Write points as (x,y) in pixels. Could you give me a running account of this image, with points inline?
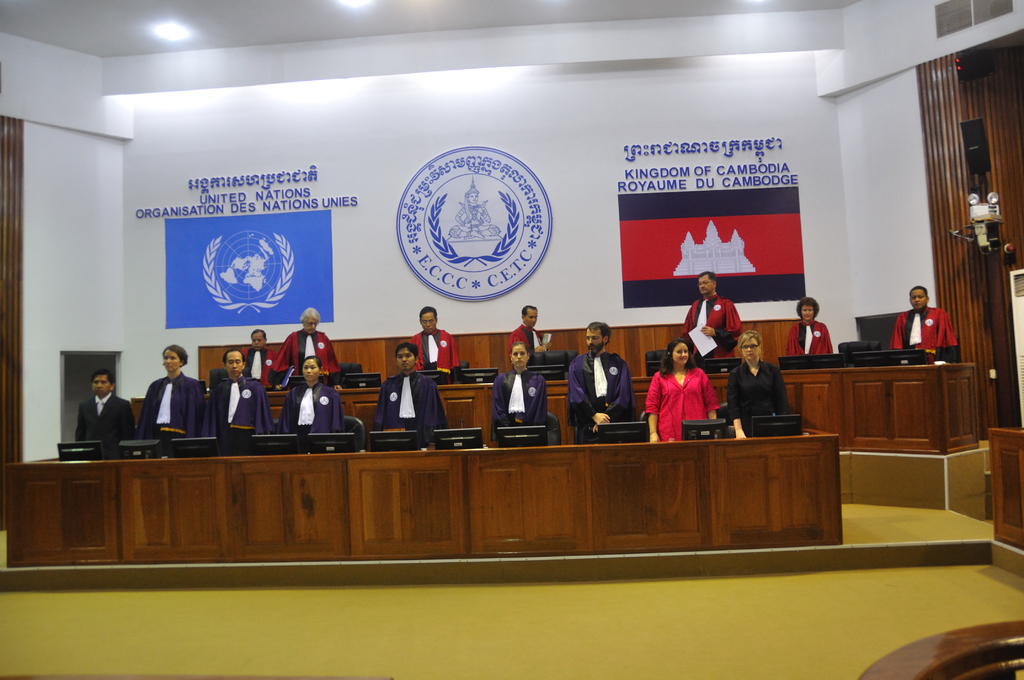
In this image I can see people (666,419) are standing. Here I can see monitors (473,446) on wooden objects (476,472). In the background (455,195) I can see a wall (588,146) which has logos (474,248) and something written on it. I can also see lights (179,35) on the ceiling (188,44).
